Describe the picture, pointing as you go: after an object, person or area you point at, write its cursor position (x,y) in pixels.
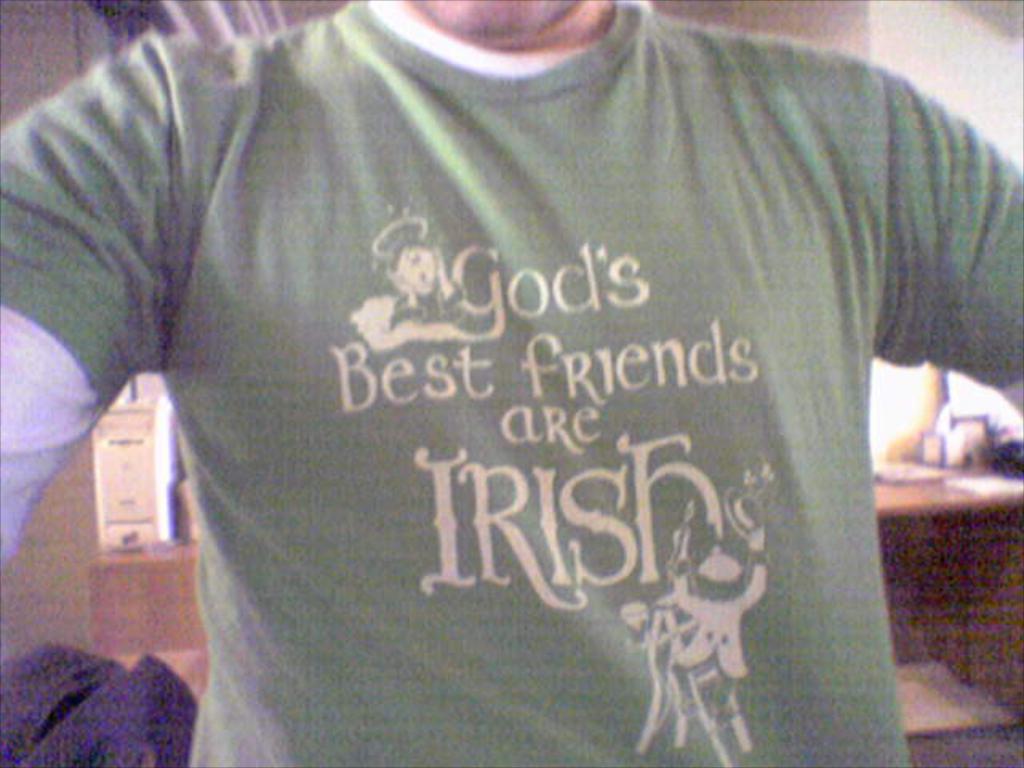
In this image there is a man (269,227) he is wearing green and white color T-shirt (369,289).
